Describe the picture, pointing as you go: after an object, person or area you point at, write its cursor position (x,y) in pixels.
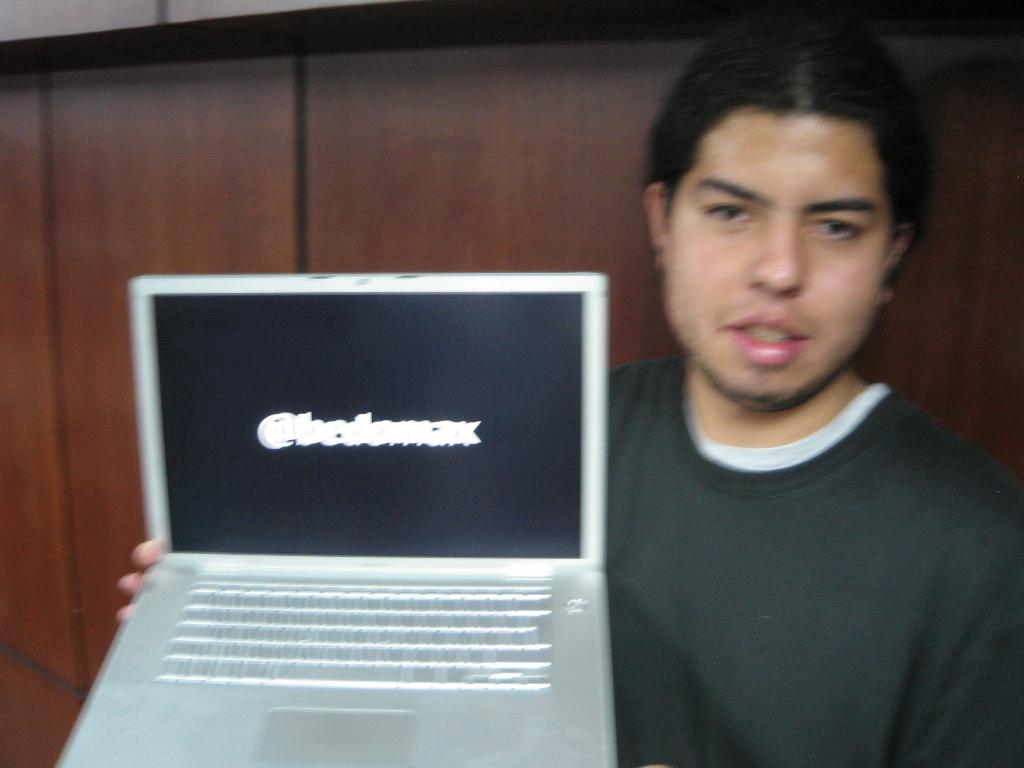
In this image, I can see a person (703,609) holding a laptop (349,638). In the background (190,144) there is a wooden wall (494,107).
